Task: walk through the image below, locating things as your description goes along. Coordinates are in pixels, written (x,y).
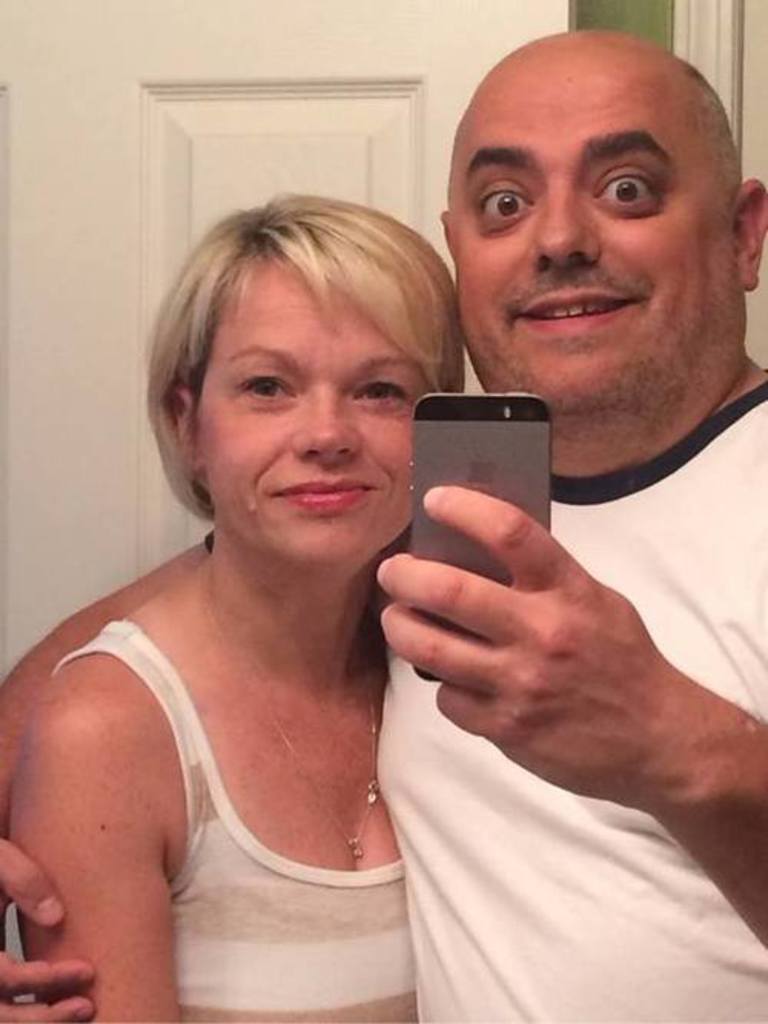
It is inside a room (103,69) two people (216,540) Standing and taking a selfie through the mobile phone (490,438).
